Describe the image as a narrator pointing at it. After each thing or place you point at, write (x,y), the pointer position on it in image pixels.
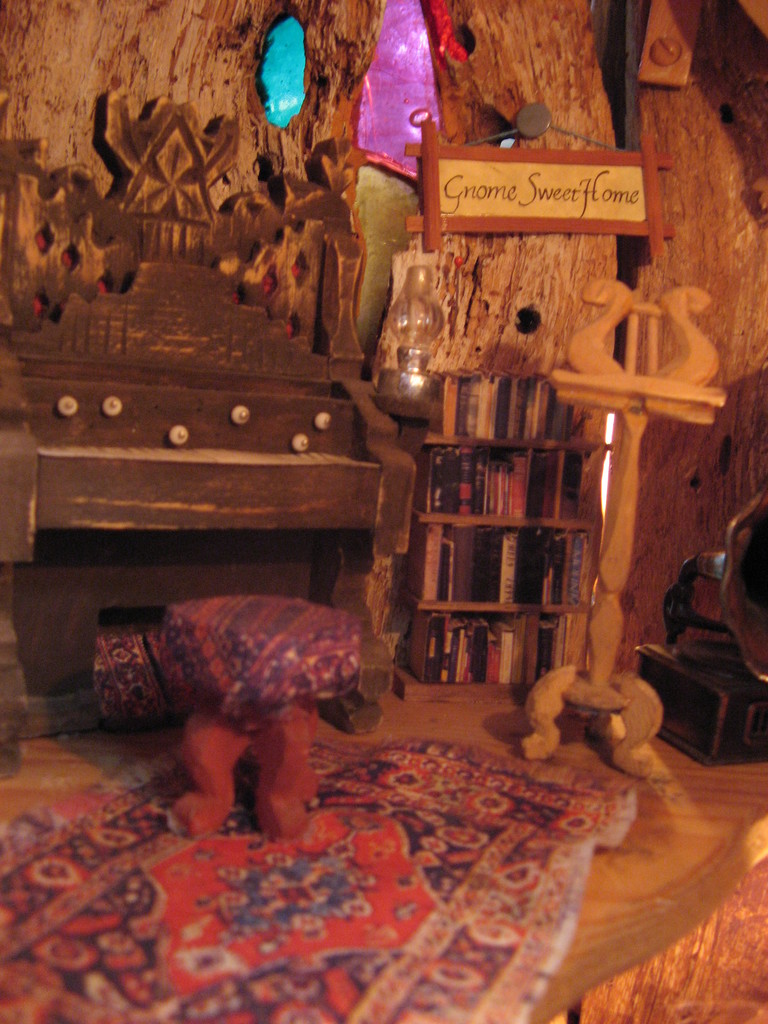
In this image we can see some wooden objects (330,368), there is a stool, a stand (630,693), there are books (527,490) in the racks (442,691), there is a board (469,231) with some text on it, also we can see a gramophone (698,703).
